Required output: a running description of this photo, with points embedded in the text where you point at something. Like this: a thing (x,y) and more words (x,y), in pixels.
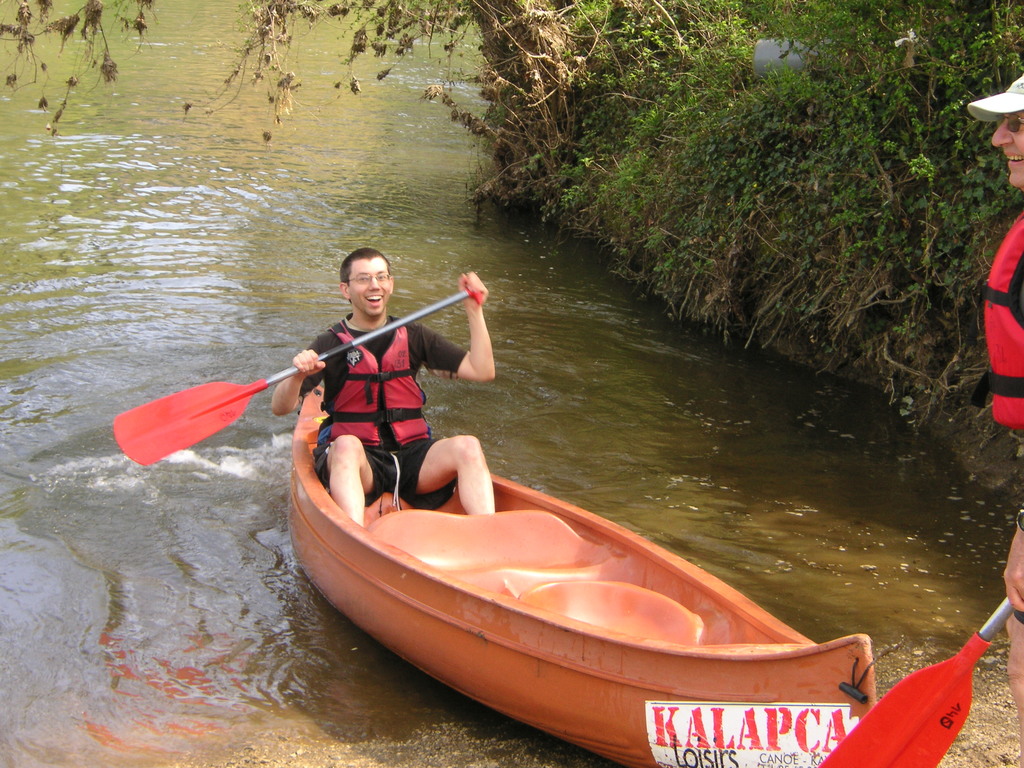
In this image in the center (419,448) there is one person (418,412) sitting on boat (683,606), and he is holding a stick (293,372). At the bottom (111,579) there is a river (769,396), and on the right side of the image (1023,254) there is one person (1016,312) standing and he is smiling and he is wearing a cap (986,111) and he is holding a stick (1000,623). And on the right side of the image (877,143) there are some plants (805,130), at the bottom (392,766) there is some sand (975,755).
